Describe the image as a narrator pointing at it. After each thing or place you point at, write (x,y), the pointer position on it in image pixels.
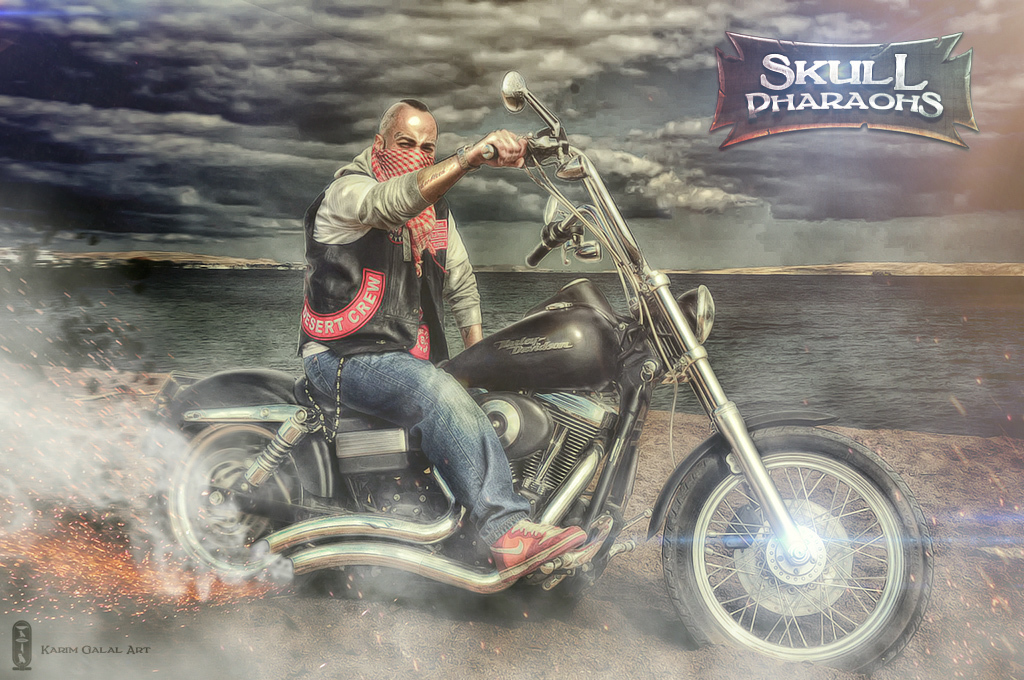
This is an animated image. In the middle of this image (354,265), there is a person (378,228) holding a handle (530,141) and sitting on a bike (311,386). On the left side (101,565), there is fire (257,587) and there is smoke (238,549) from tubes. On the bottom left (17,632), there is a watermark (132,649). On the top right (951,88), there is a watermark (895,76). In the background (869,242), there is water (157,291), there are mountains (965,270) and there are clouds (364,48) in the sky (687,75).
